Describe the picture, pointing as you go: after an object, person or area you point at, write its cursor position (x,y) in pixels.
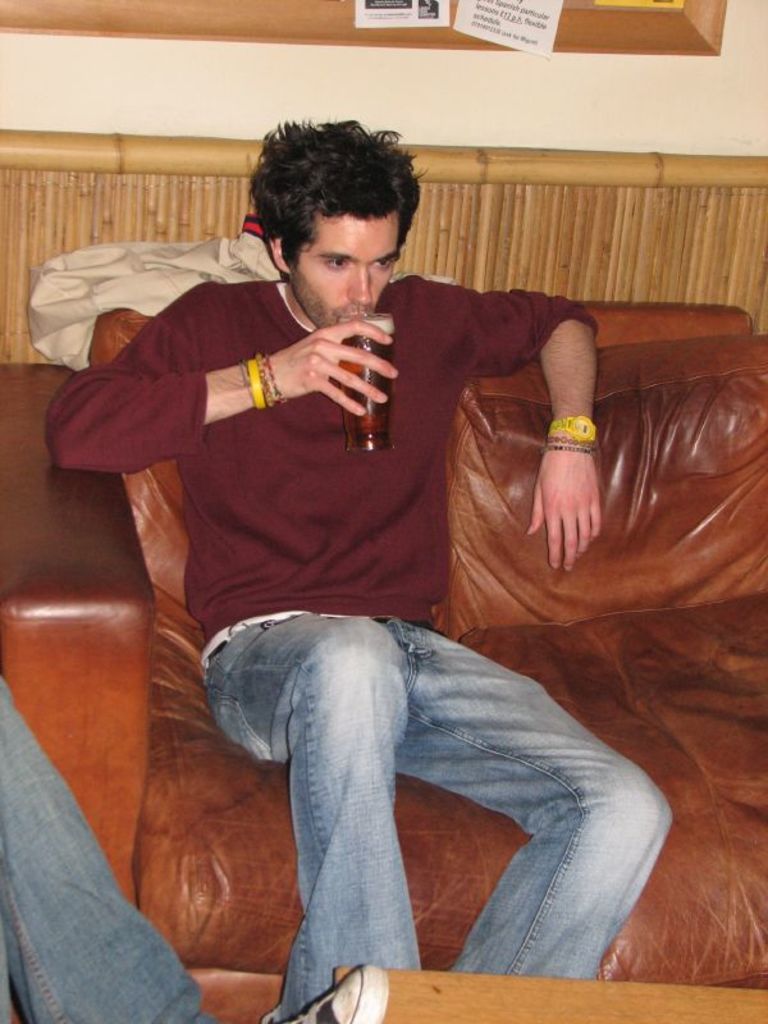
In this picture we can see two people (22,936) where a man (363,537) sitting on a sofa (463,555) and holding a glass (373,345) with his hand (357,378) and drinking, table (385,1020) and at the back of him we can see a frame (697,39) on the wall (407,65).
